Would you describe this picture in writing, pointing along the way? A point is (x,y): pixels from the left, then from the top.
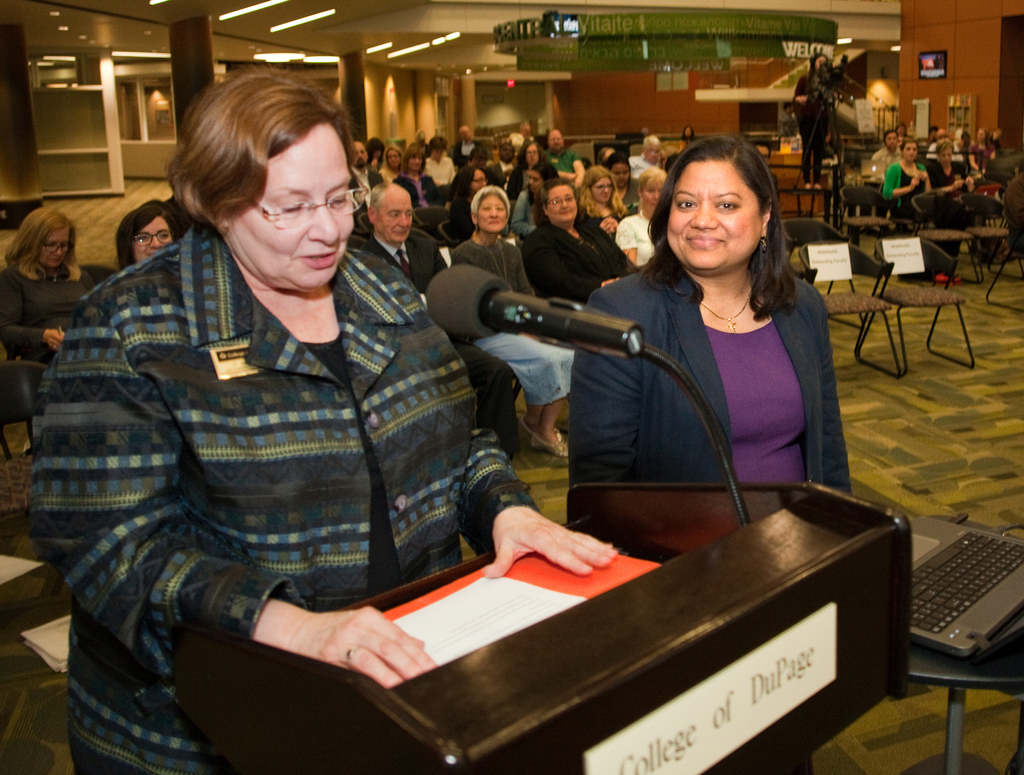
In this picture we can see some people (623,262) sitting on chairs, there is a woman (430,509) standing in front of a podium (494,686), we can see a microphone (470,329) here, in the background (569,36) we can see some lights (332,57) and a screen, on the right side (992,607) there is a laptop (993,591).
